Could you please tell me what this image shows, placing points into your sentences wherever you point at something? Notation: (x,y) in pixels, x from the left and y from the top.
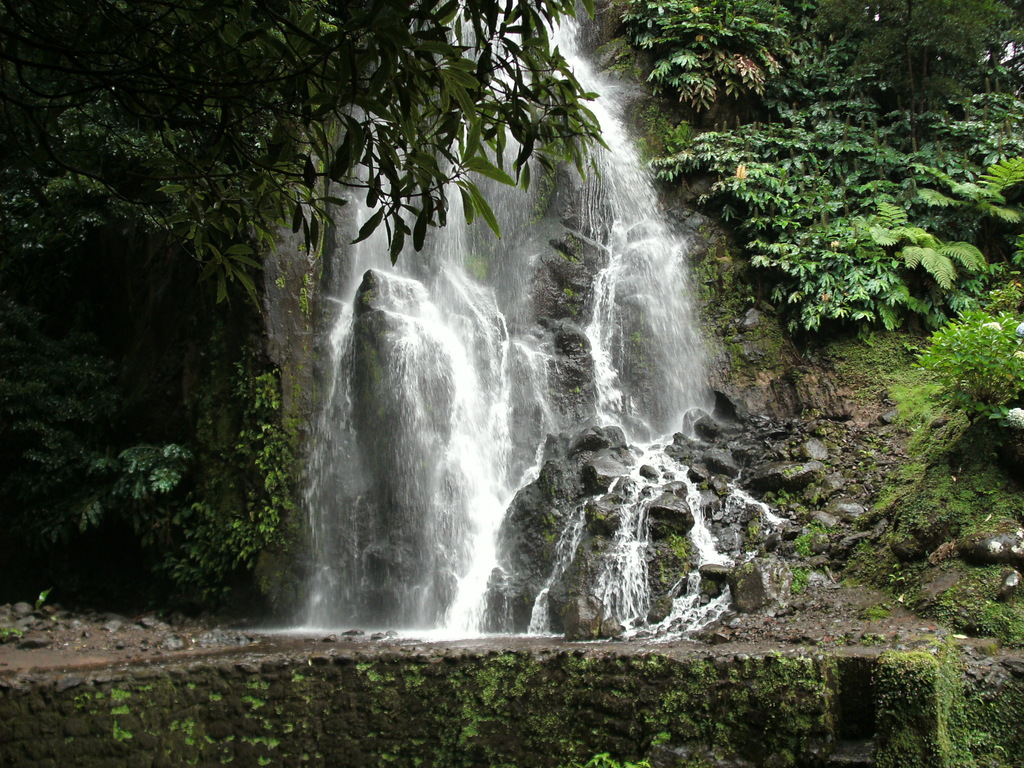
In this image there is a waterfall (513,383) in the center (441,276) and there are trees (390,211) in the background (181,248).
